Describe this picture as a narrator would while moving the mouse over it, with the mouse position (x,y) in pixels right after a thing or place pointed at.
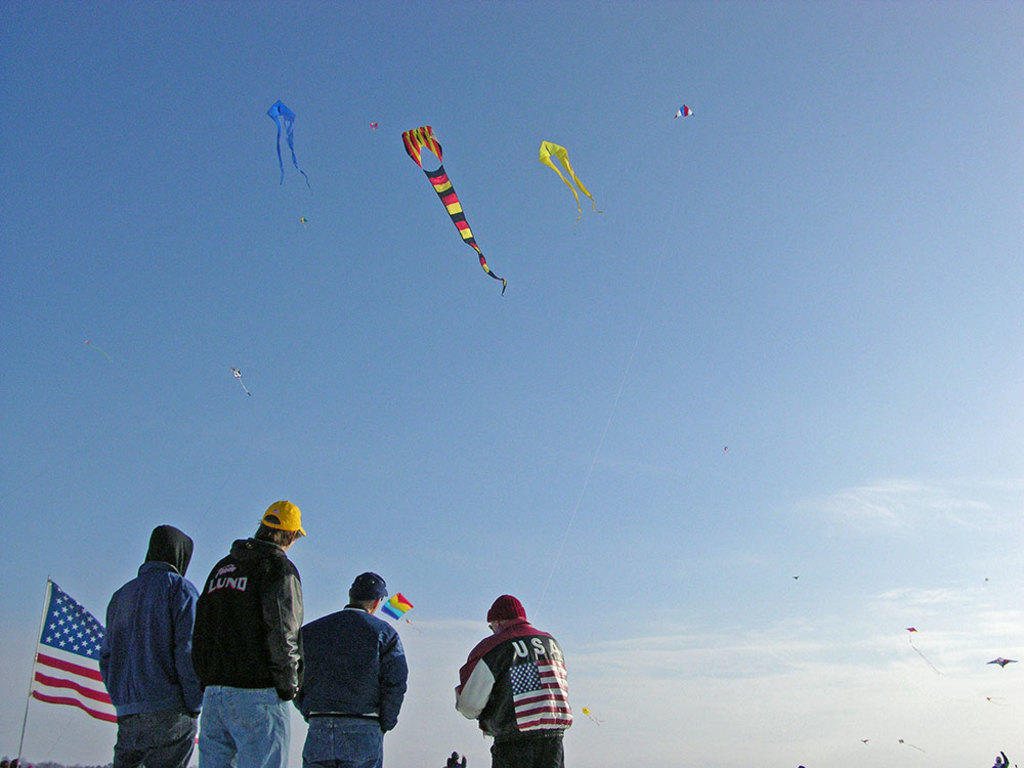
In the foreground (157,561) I can see four persons (110,627) are standing and flying kites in the air (575,326). The background (665,648) is covered with the sky (221,196). This image is taken during a day may be on the ground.
